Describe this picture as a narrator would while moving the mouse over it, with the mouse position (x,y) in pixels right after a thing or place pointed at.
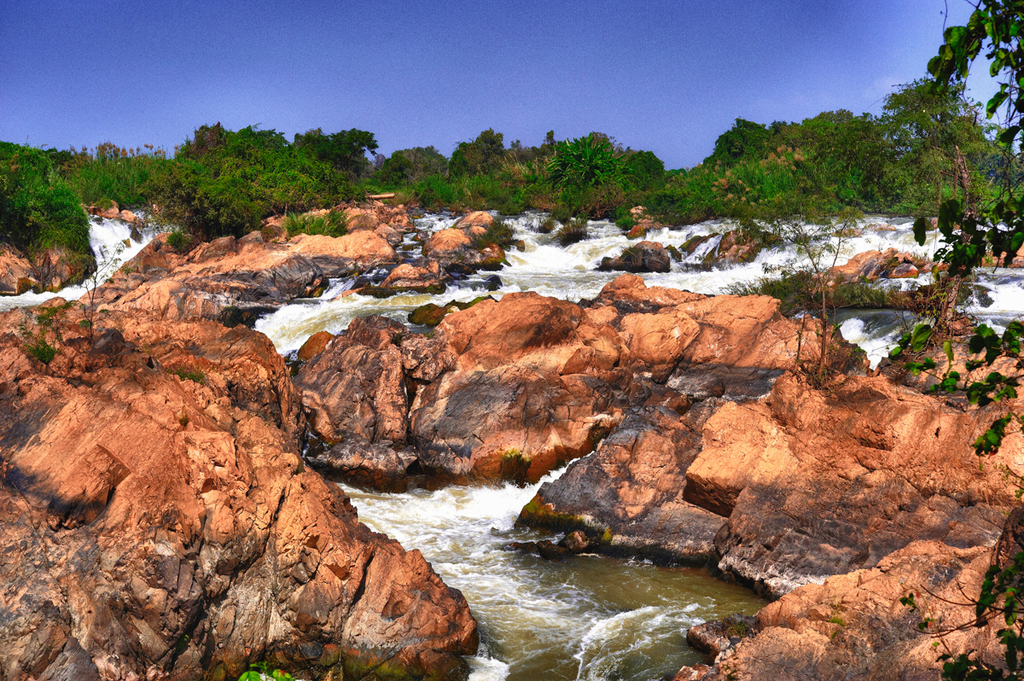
There are rocks (704,321), water (622,626) and trees (17,189).
